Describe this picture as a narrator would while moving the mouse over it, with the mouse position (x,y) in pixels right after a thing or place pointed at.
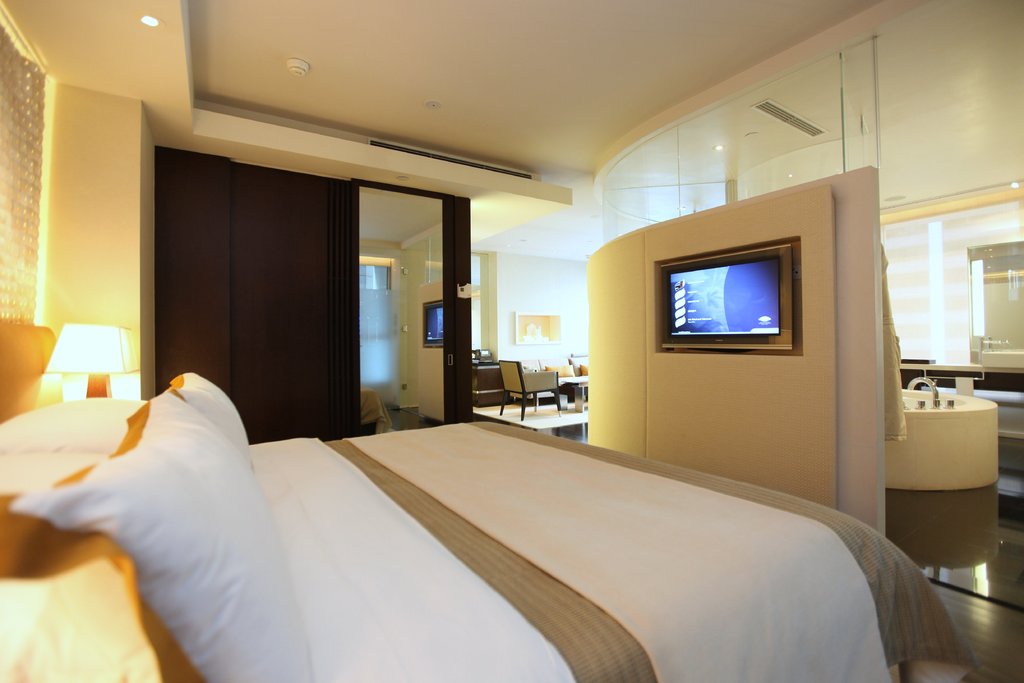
In the picture I can see the bed (316,564) on the floor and I can see the pillows (162,498) and blankets (661,515) on the bed (366,502). There is a table lamp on the left side (117,342). I can see a television (697,330) on the wall (729,244) on the right side (691,342). It is looking like a wash basin (960,395) and there is a water tap (918,380). I can see the mirror (990,295) on the right side (1000,320). There is a lamp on the roof (134,45) on the top left side (143,19). It is looking like a wooden cabinet (305,323) on the left side (312,319). I can see the table (581,404) and a chair (521,393) on the floor (569,408).
